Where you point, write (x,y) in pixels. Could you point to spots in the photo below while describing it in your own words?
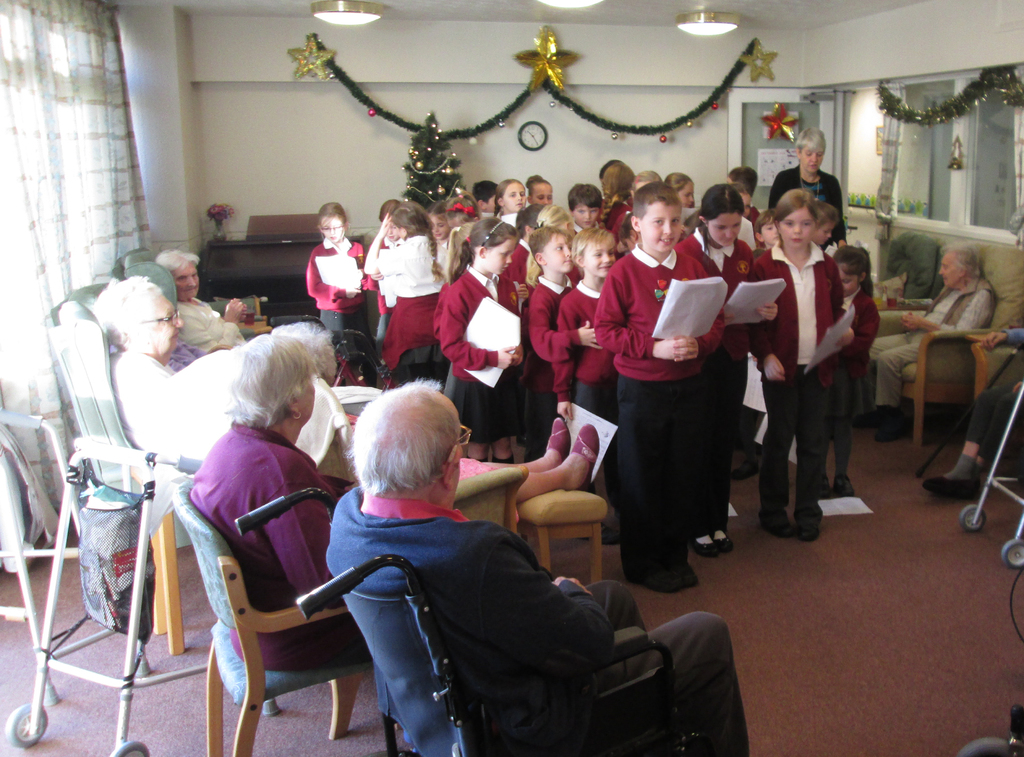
In this image i can see some of the senior citizen (257,413) sitting on the chairs (391,556) and few children (629,339) standing in front of them holding papers (693,308) in their hands (675,343). In the background (552,177) i can see some Christmas decorating (450,147), a wall (312,131), a clock (536,148), some lights (351,13) to the ceiling (290,9) and a curtain (52,168).
